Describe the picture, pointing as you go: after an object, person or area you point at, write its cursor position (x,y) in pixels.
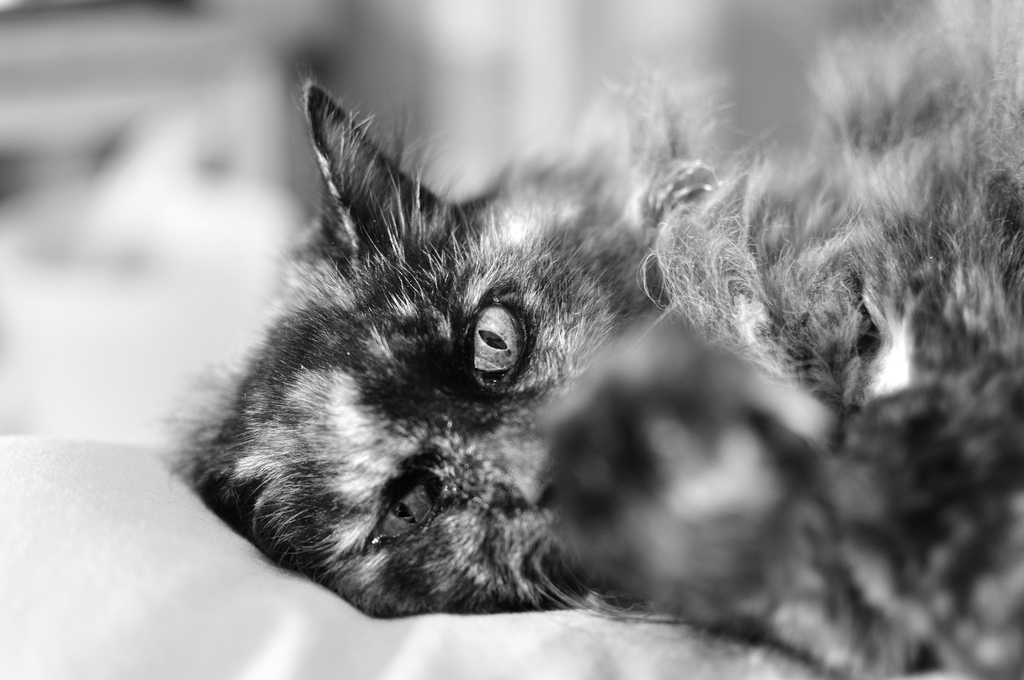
In this image I can see a cat (347,353) and I can see this image is black and white in colour. I can also see this image is little bit blurry from background (367,68).
